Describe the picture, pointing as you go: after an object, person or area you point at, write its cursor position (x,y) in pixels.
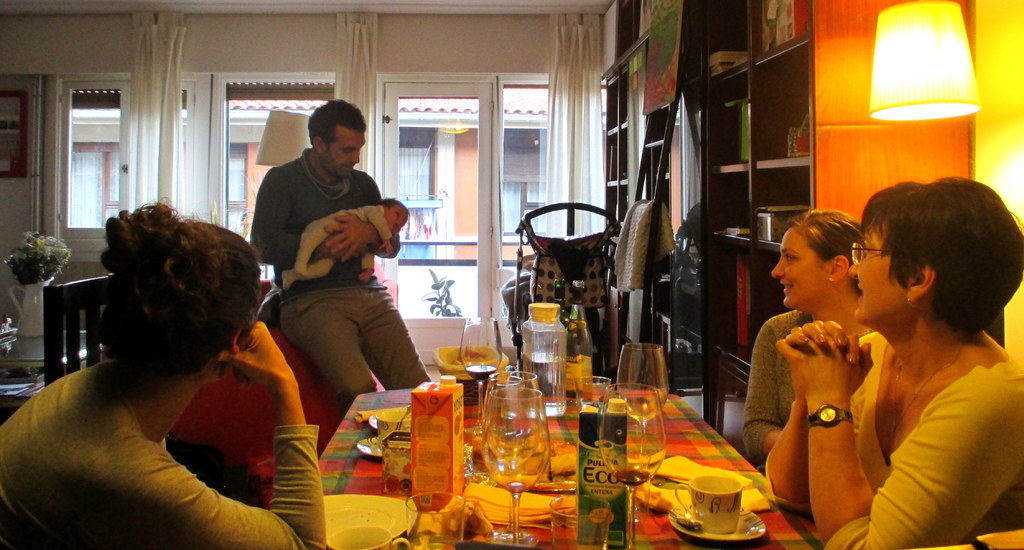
In this picture there are three women (778,369) sitting on a chair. There is a man (325,253) holding a baby (312,243). There is a glass (505,471), cup (728,513), saucer (693,532), box (586,500), bowl (392,518), bottle (569,339) and few things (472,470) on the table (528,401). There is a curtain (568,175). lamp (906,79), shelves (743,167), flower pot (52,262). There is a building (455,187).
